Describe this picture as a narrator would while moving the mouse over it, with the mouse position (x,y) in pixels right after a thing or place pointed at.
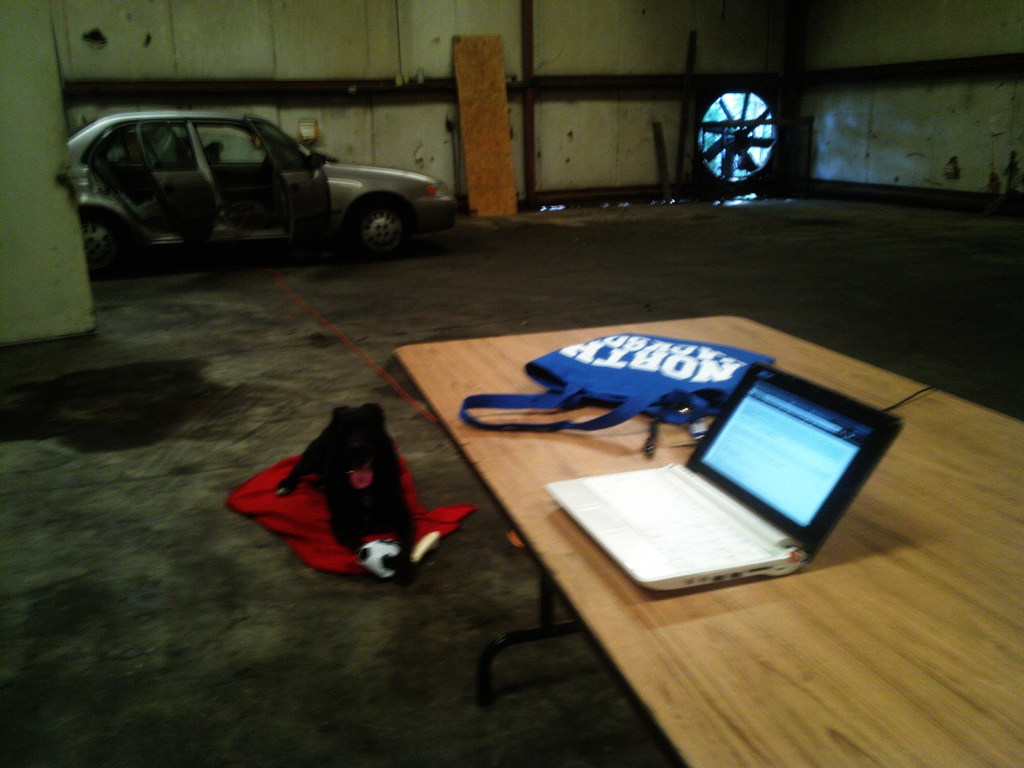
As we can see in the image, there is a car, a table (551,549) and on table (653,638) there is a laptop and blue color bag (578,387). On floor (195,387) there is a black color dog (335,520).
